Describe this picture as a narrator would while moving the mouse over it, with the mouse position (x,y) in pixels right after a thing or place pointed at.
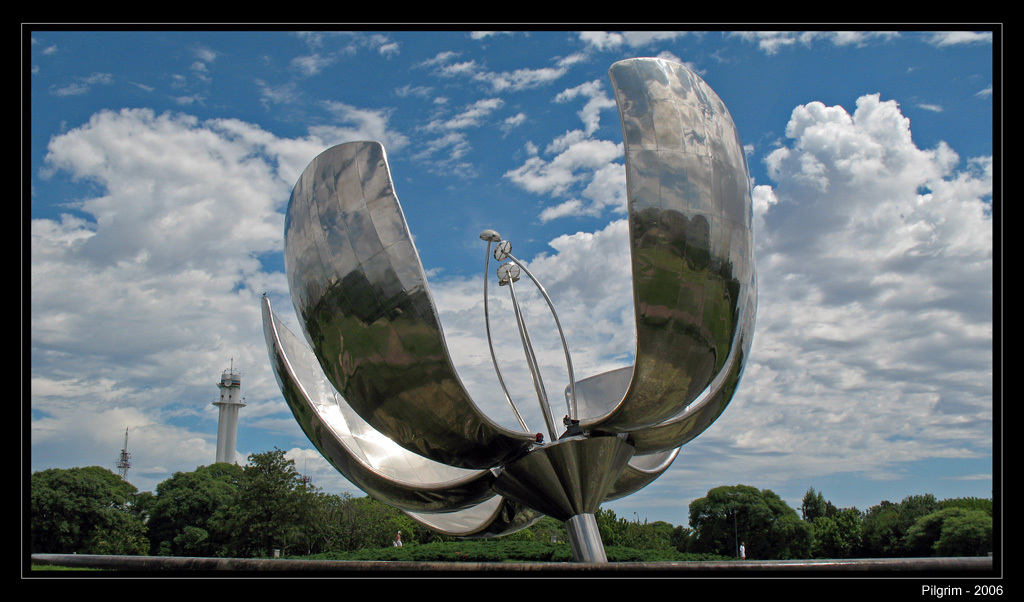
In the center of the image (408,354) there is a statue (440,383). In the background (945,513) we can see tower (226,398), trees (282,511), sky (874,468) and cloud (882,231).
